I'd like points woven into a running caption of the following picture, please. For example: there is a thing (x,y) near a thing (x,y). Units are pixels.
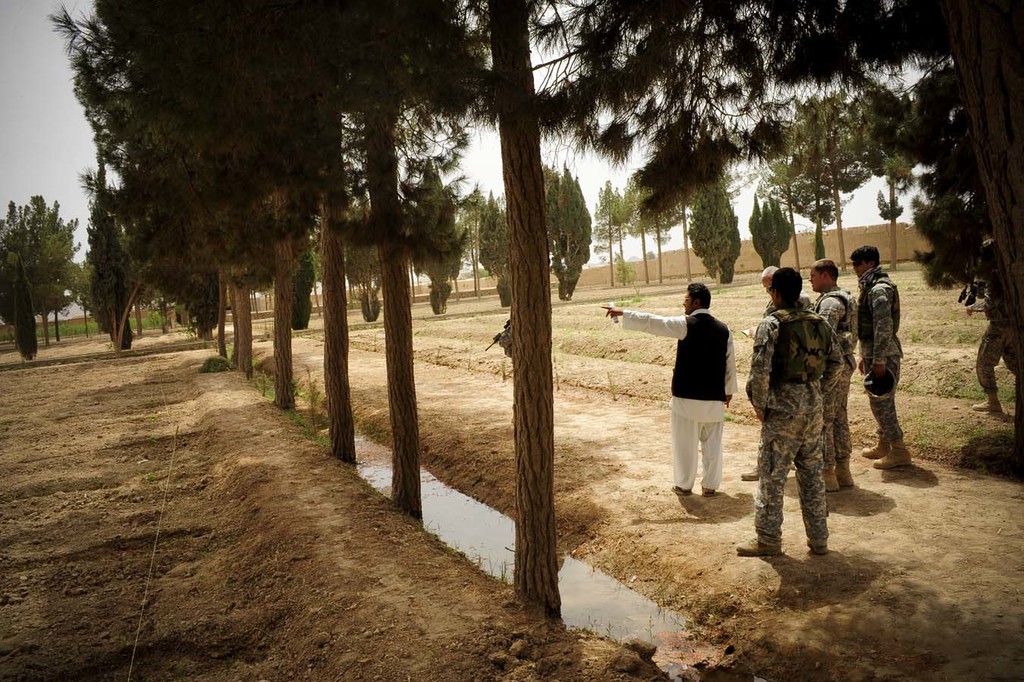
In this picture I can see group of people (644,318) standing, there are trees (623,233), and in the background (47,119) there is sky (42,106).
